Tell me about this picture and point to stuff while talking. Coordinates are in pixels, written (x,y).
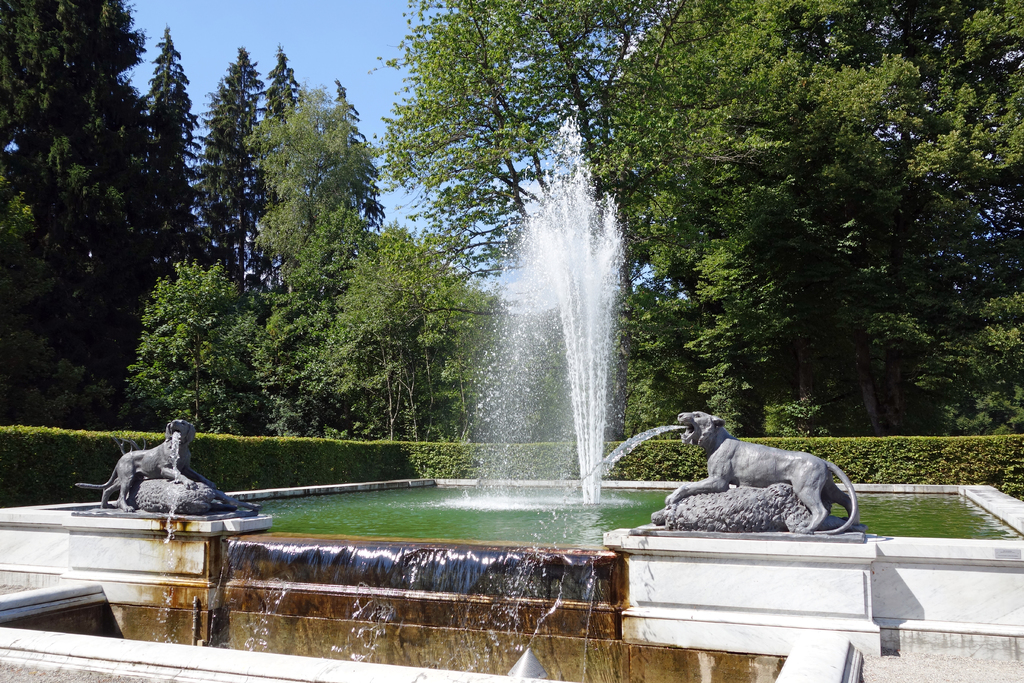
In this picture we can see statues (702,523) of animals (181,484), wall (199,570) and water fountain (454,501). In the background of the image (925,428) we can see plants (912,451), trees (419,165) and sky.
